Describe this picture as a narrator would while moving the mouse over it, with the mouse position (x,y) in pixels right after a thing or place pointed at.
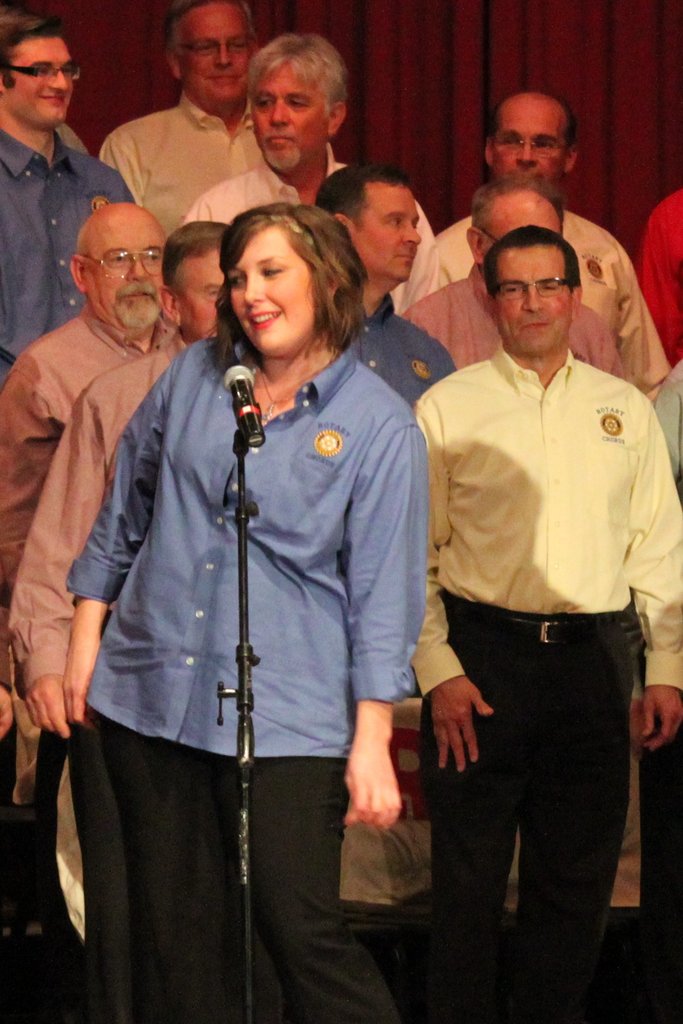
In the image there is a woman (158,464) standing and in front of her there is a mic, behind the woman (220,547) there are a group of men (310,140) and in the background (356,119) there is a curtain (396,110).
